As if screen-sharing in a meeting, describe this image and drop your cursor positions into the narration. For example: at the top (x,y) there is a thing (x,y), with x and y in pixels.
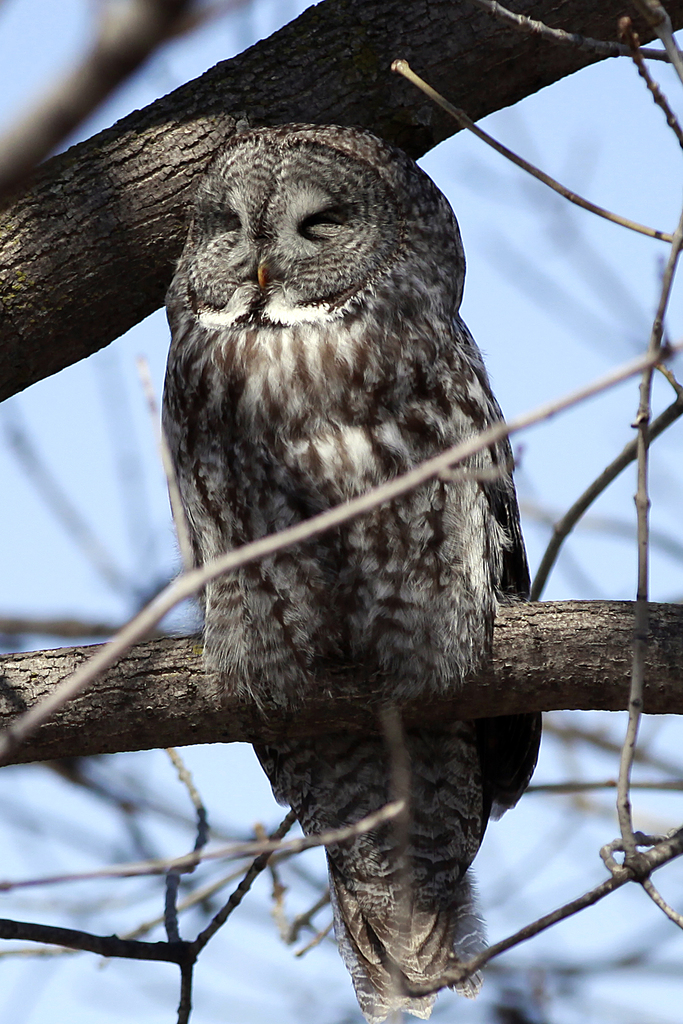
In this image we can see an owl (283,657) on the branch (282,713) of a tree (105,667), also we can see the sky (508,186).
